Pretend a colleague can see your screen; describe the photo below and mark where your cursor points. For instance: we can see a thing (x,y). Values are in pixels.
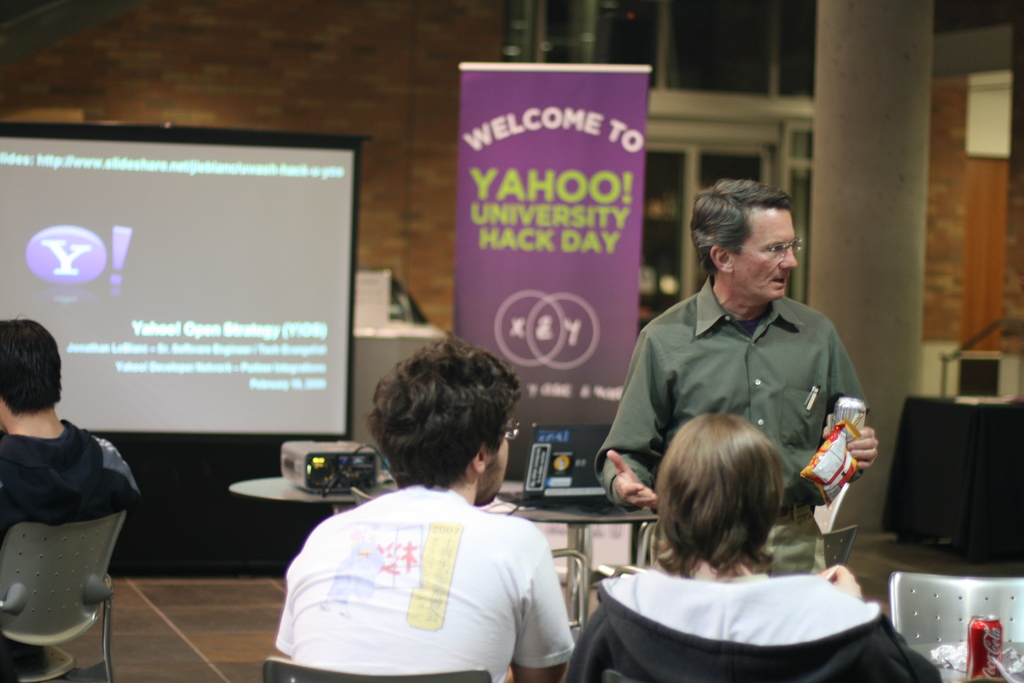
In this image I can see number of people (739,440) where everyone are sitting and one man (626,401) is standing. In the background (207,423) I can see a projector (321,465) and its screen (327,155).
